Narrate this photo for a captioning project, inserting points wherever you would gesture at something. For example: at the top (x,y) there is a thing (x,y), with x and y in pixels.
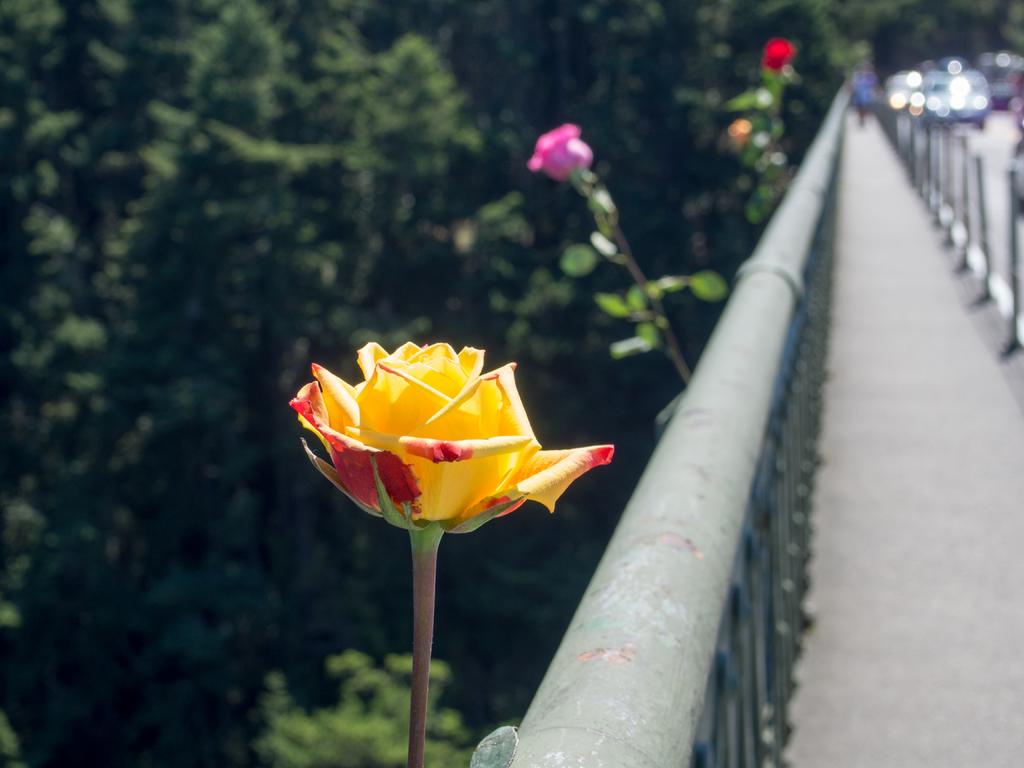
There is a bridge (840,487) and beside the bridge (610,639) there are beautiful roses (771,83) and the background (505,148) is blurry.
